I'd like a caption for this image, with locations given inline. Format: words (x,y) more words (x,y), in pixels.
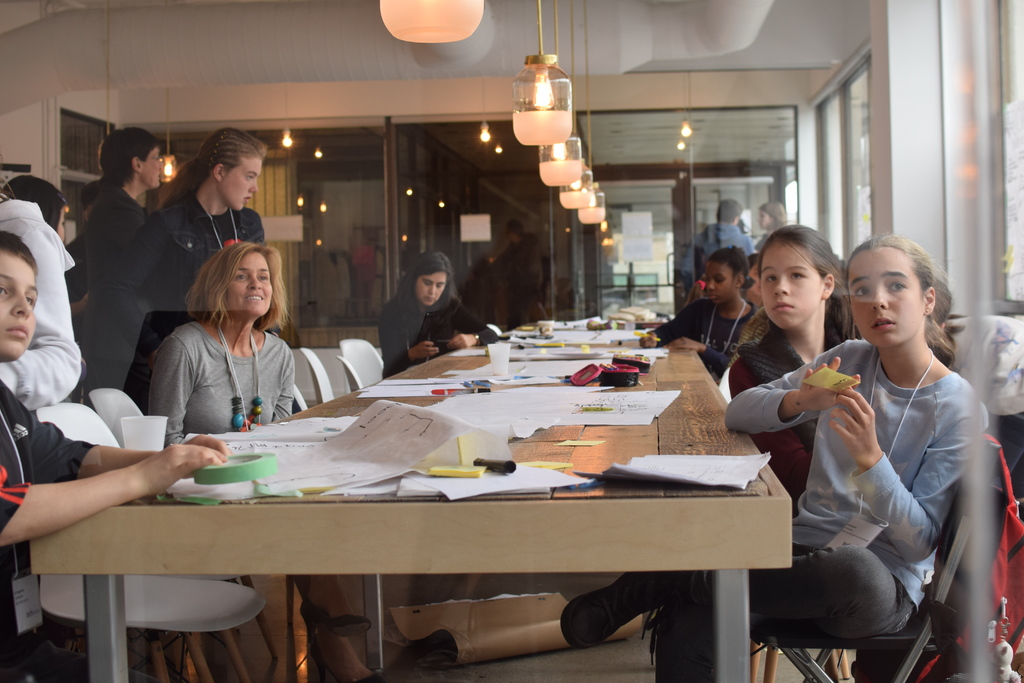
In the picture we can see a set of people (723,286) sitting on the chairs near the table (697,381), on the table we can see a many papers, plaster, glass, and some things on it, and some people (102,219) are standing behind them, in the background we can see a glass walls (452,177) and lights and to the ceiling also there are some lights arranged in the manner.
